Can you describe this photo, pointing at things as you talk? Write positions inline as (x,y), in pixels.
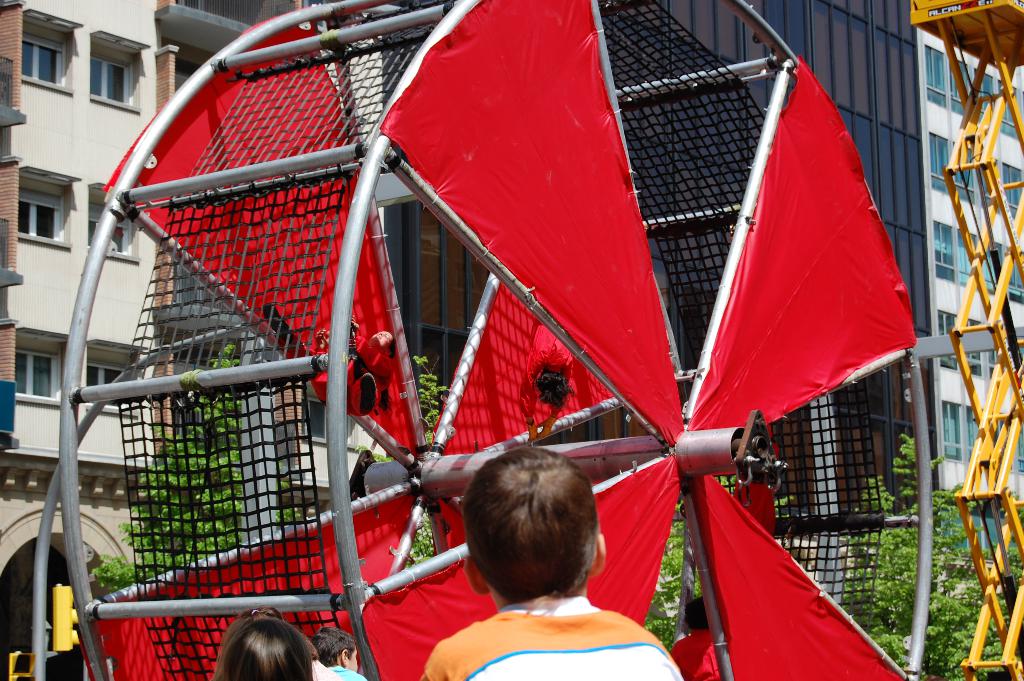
At the bottom of the image (569,481) few kids (513,477) are standing and watching. In front of them there are some objects (361,307). Behind the objects (799,322) there are some trees (958,561) and buildings (67,562) and poles (996,421).
